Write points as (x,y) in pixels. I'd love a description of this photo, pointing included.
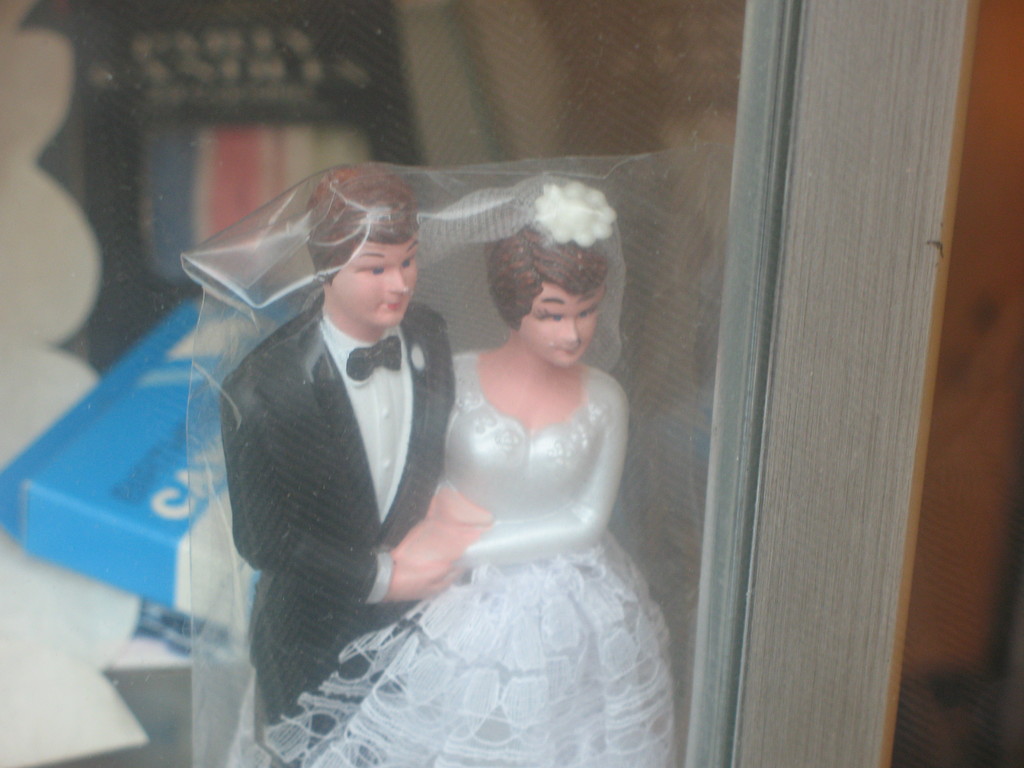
In this image we can see a toy (515,242). The toy (515,242) is covered with a plastic cover (196,552). Behind the toy (439,373) we can see few objects (65,493) on a white surface (43,607). On the right side (998,376), we can see a brown object (988,367).
